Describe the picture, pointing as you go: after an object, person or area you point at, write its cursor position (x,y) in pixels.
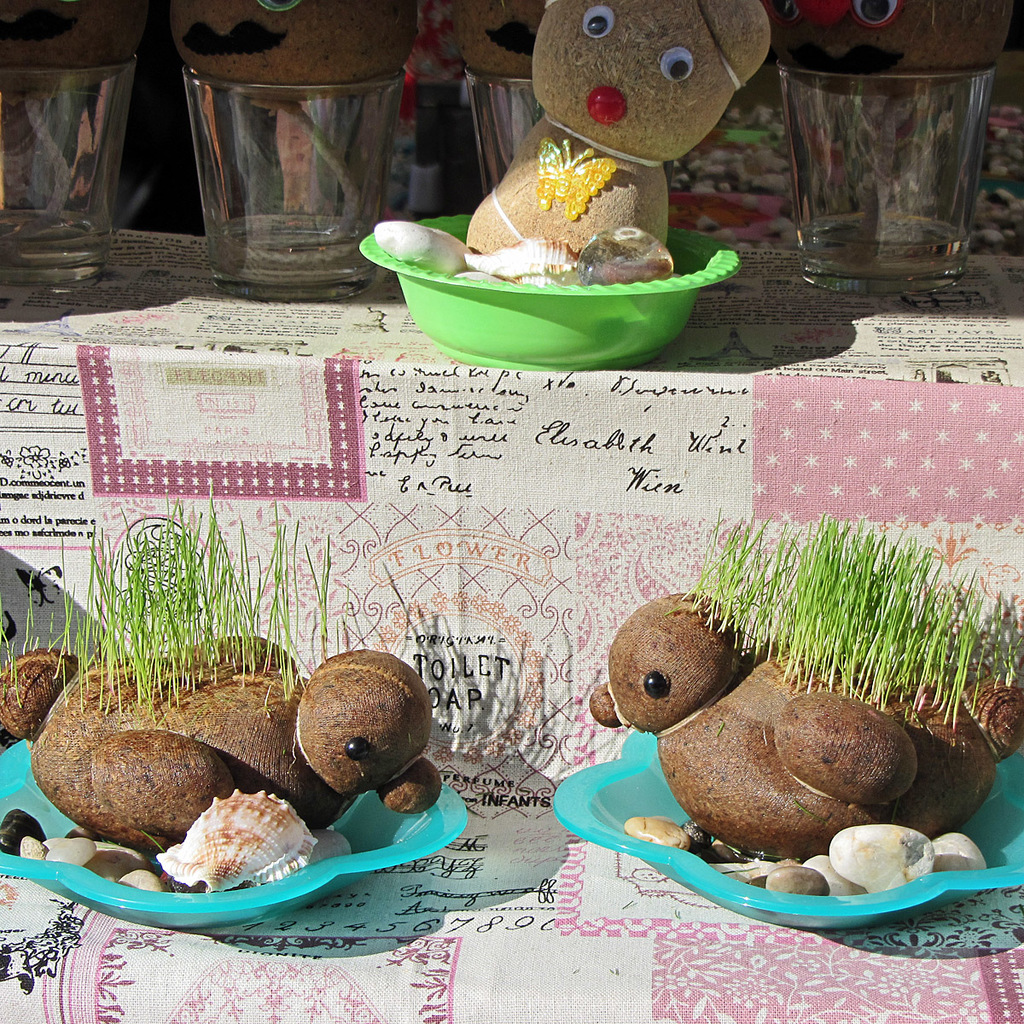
In the foreground of the picture (777,770) there are plates (629,770), in the plates (152,864) there are stones (918,840) and duck shaped toys (346,729). At the top (344,168) there are glasses (806,142), plates (708,267), tables (147,266) and teddy bears (617,196).
